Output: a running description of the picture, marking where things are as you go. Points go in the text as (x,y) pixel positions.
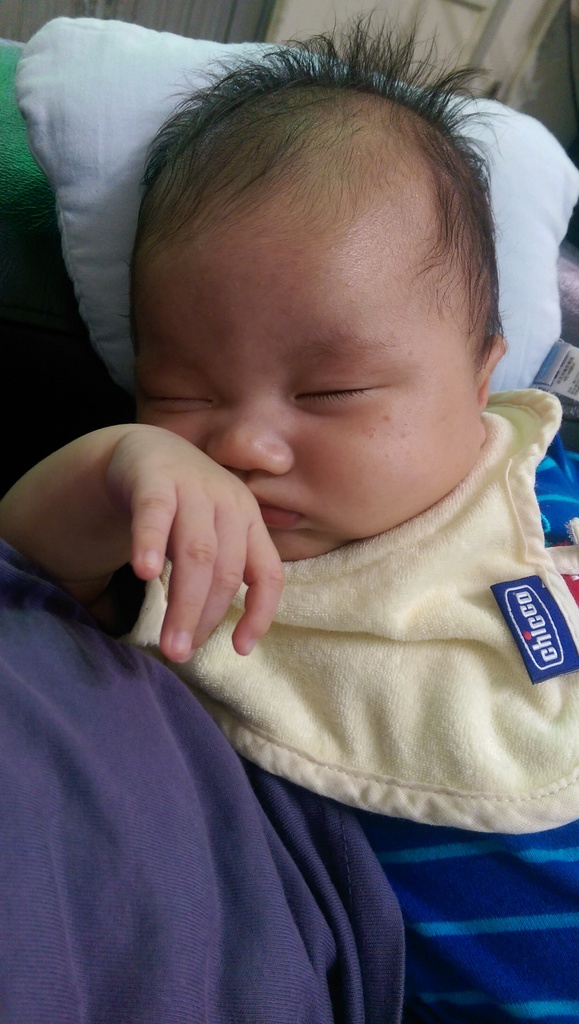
In this picture we can see a baby (491,936) sleeping, clothes (571,546) and in the background (128,15) we can see wall (346,34).
